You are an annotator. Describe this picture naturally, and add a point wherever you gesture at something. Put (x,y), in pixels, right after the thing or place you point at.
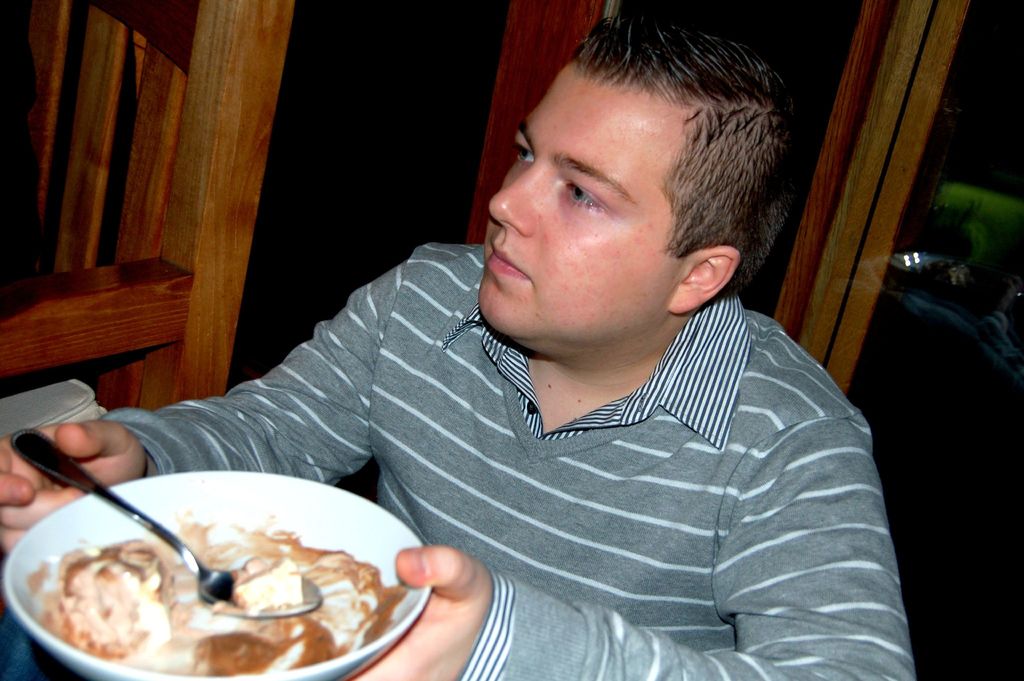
In this picture I can see a person (504,194) holding the plate (292,496). I can see food item (167,554) in the plate (216,555). I can see wooden objects (236,127) in the background (236,127).
